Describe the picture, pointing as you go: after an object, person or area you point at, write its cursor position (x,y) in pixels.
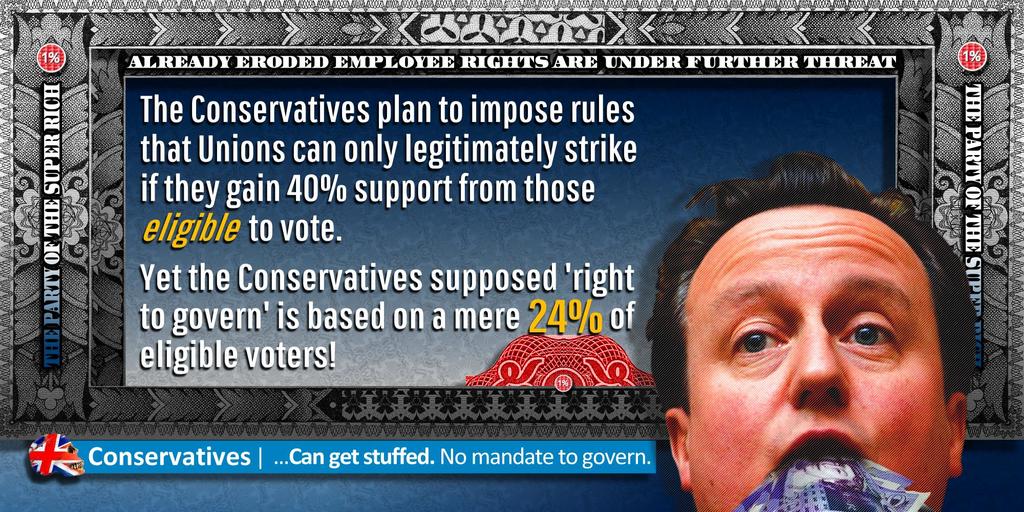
In this picture we can see a poster (214,326) and on the poster (540,360) there is a man (790,369) and it is written something on it.
